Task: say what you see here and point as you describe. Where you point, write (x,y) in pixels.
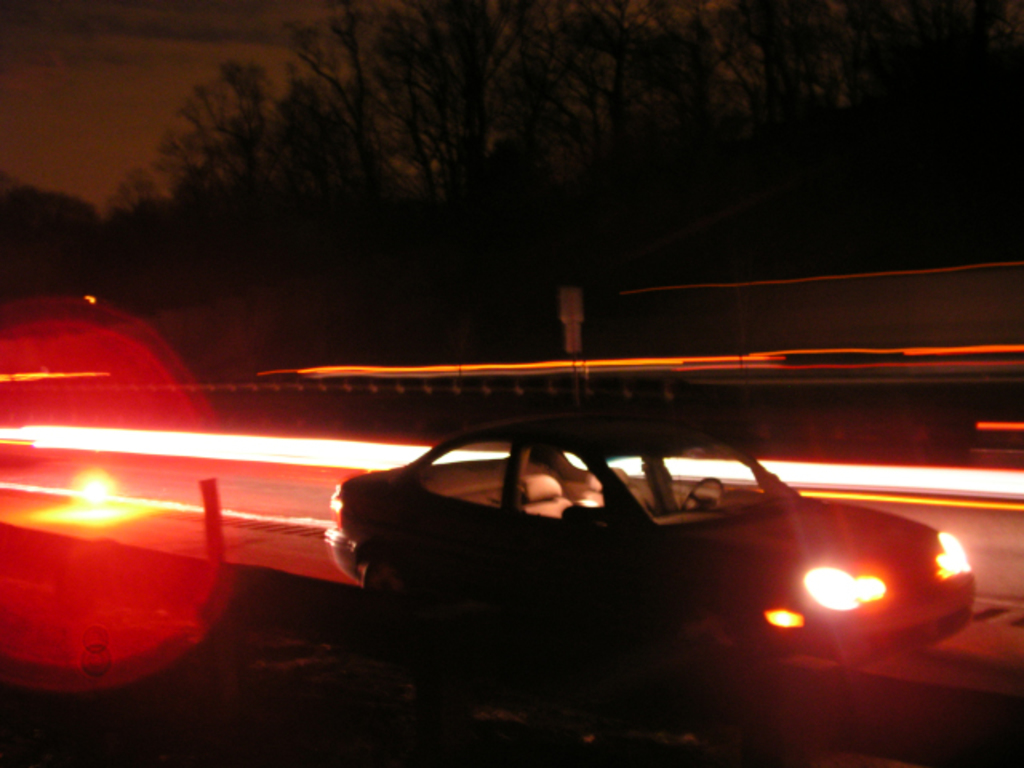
In the center of the image (507,459) there is a car (596,577) on the road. In the background (555,386) there is a tree (332,287), fencing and sky (129,125).
